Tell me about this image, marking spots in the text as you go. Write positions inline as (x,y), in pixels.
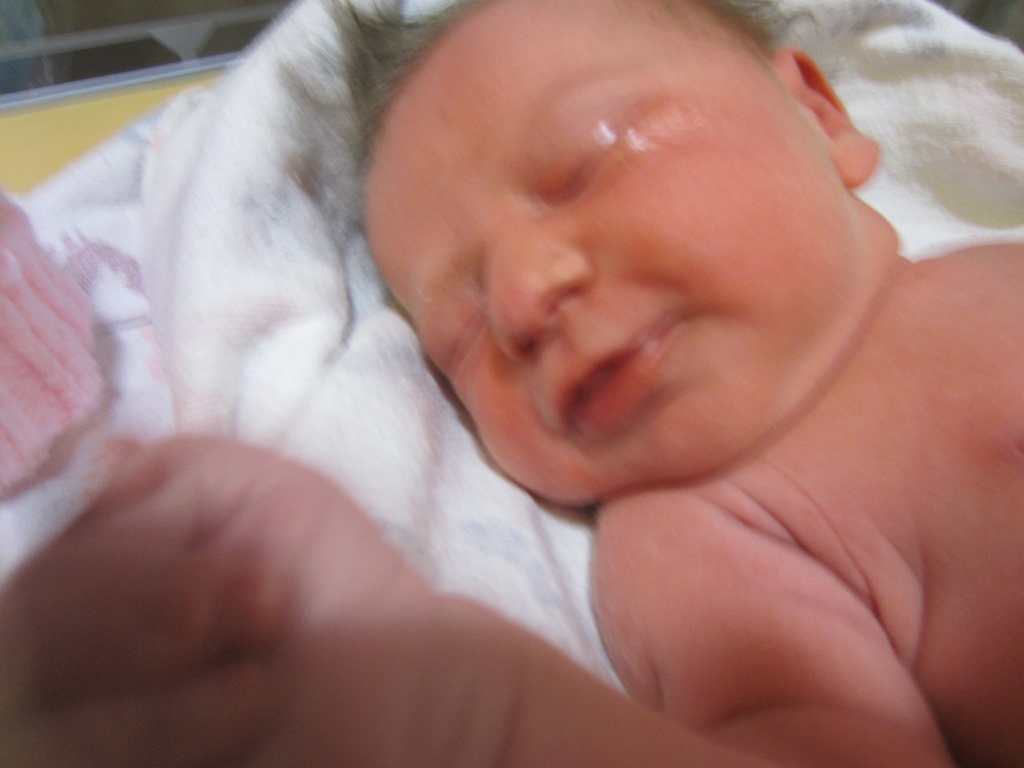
In this image I can see a baby (684,403) is lying on a white colored cloth (279,329).
